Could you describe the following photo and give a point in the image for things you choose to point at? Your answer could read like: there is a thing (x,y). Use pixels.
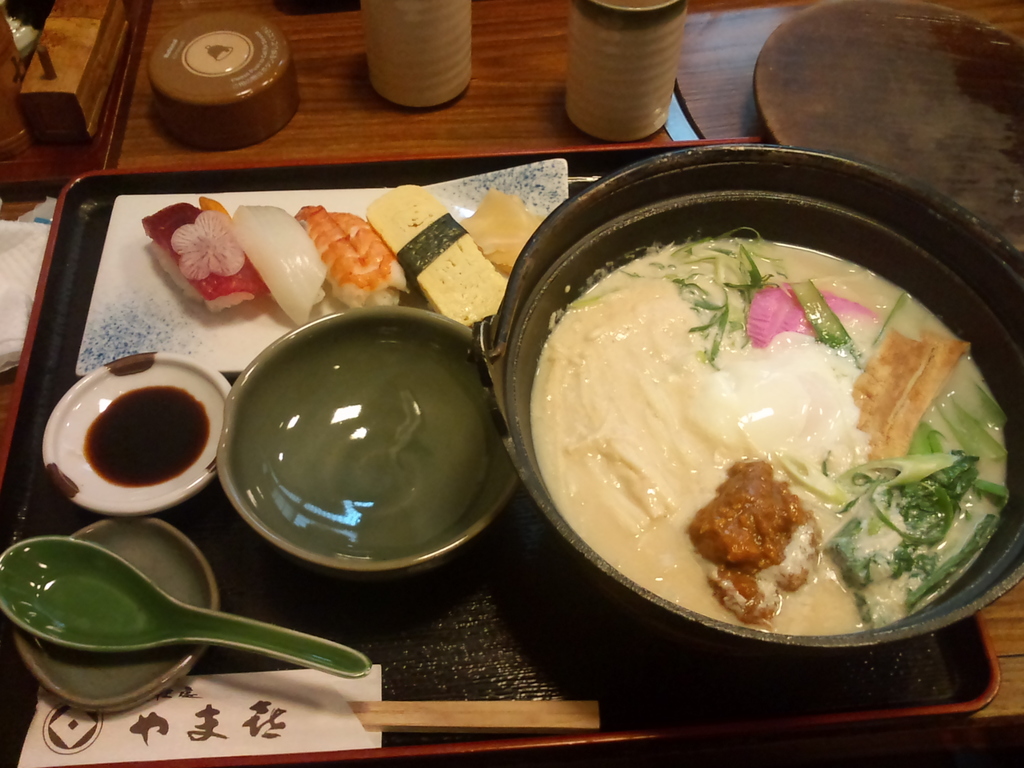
In this picture we can see a table (530,69) and on table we have tray (499,581) with bowl (345,456), food items (371,280), spoon (261,653), sticks (384,715) on it and aside to this we have a tissue paper (14,271), cups (592,46), some wooden item (879,91).
